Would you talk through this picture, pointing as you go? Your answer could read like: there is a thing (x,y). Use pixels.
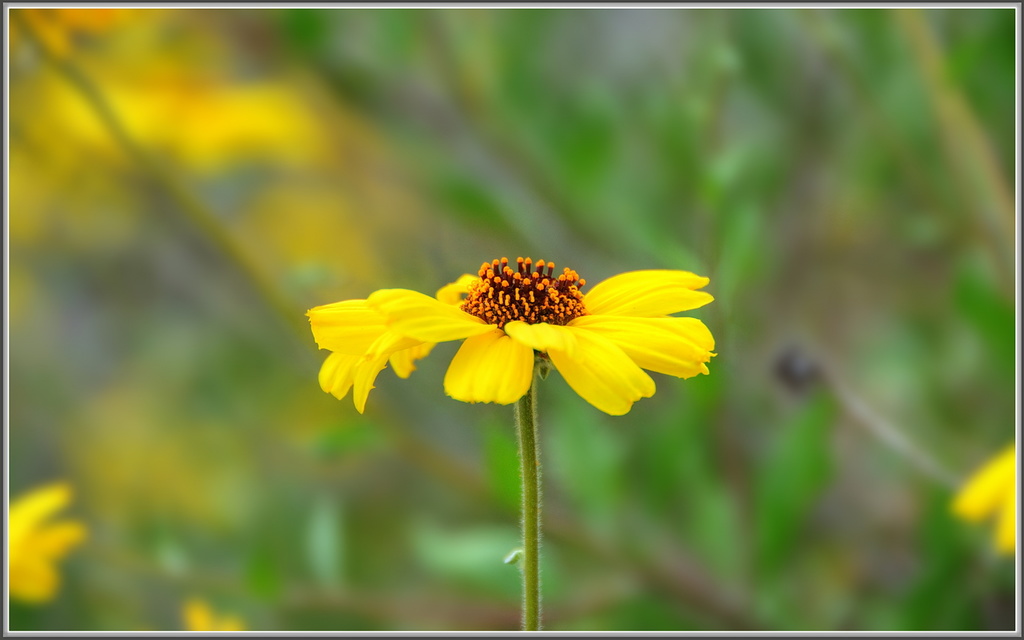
In this picture I can observe yellow color flower (471,314). There are orange color buds (512,307) on the flower (508,314). The background (660,211) is blurred. I can observe green and yellow colors in the background (173,315).
